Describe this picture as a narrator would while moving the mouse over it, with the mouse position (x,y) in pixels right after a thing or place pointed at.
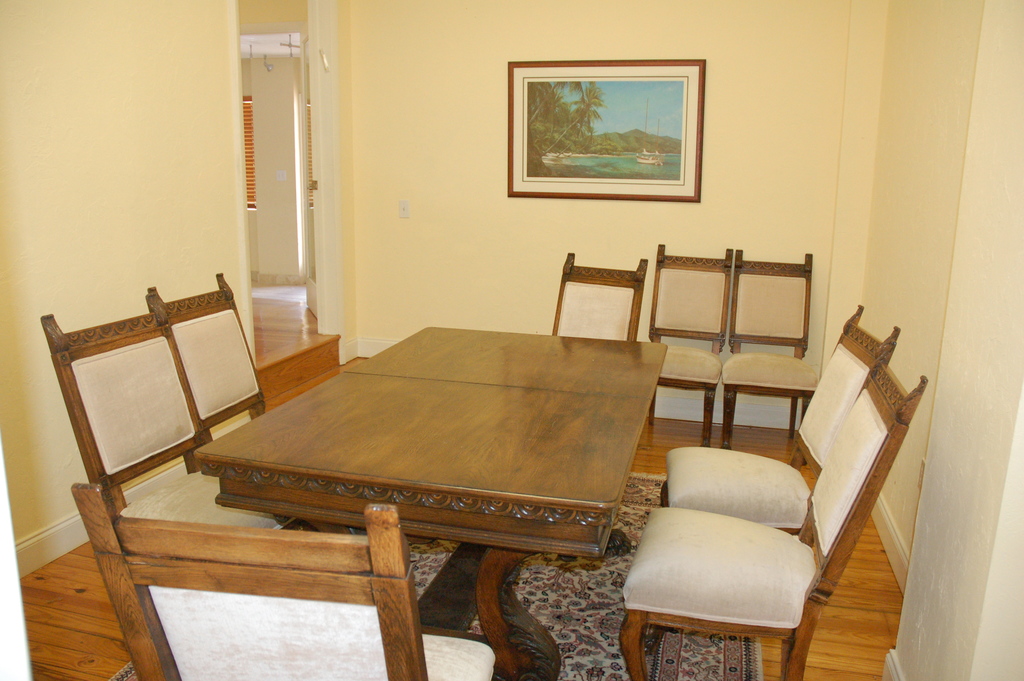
In this image I can see chairs (669,571) and a dining table (624,478) on the floor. In the background (318,274) I can see a wall (817,212), door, photo frame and hangings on a rooftop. This image is taken may be in a room (704,511).
